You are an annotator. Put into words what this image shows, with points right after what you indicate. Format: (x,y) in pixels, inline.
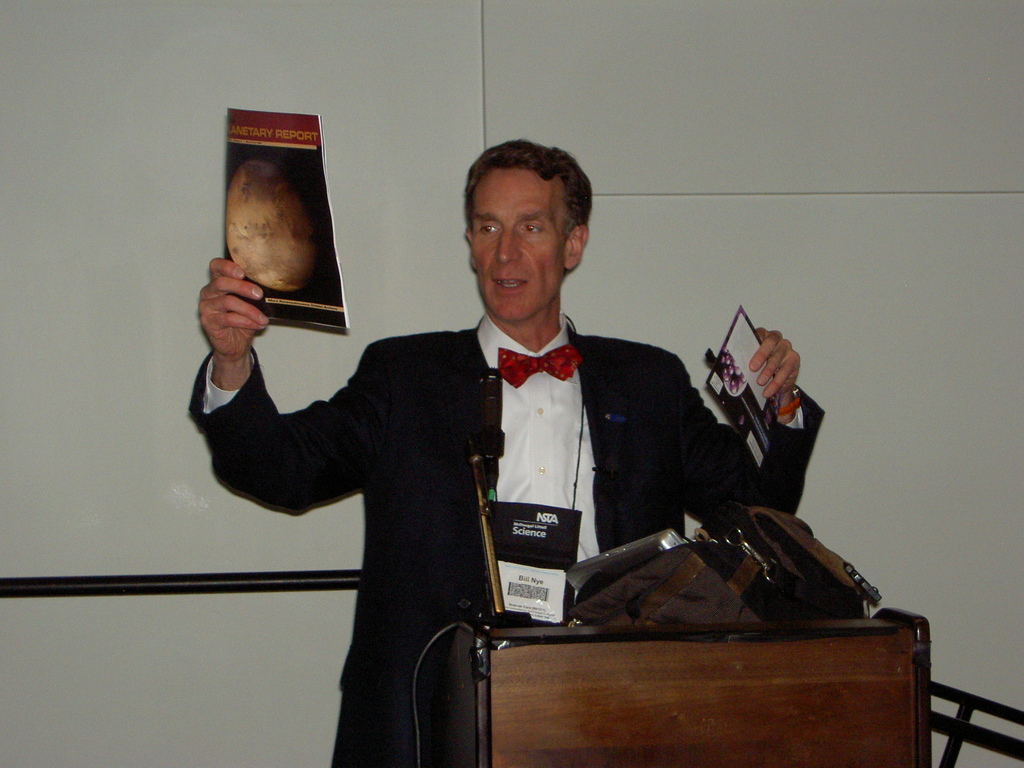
In this image we can see there is a person (603,378) standing and holding papers (296,236). In front of the person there is a table (674,665), on the table (708,640) there is a bag (714,572). At the back (67,571) there is a rod (173,584) and the wall (453,200).
